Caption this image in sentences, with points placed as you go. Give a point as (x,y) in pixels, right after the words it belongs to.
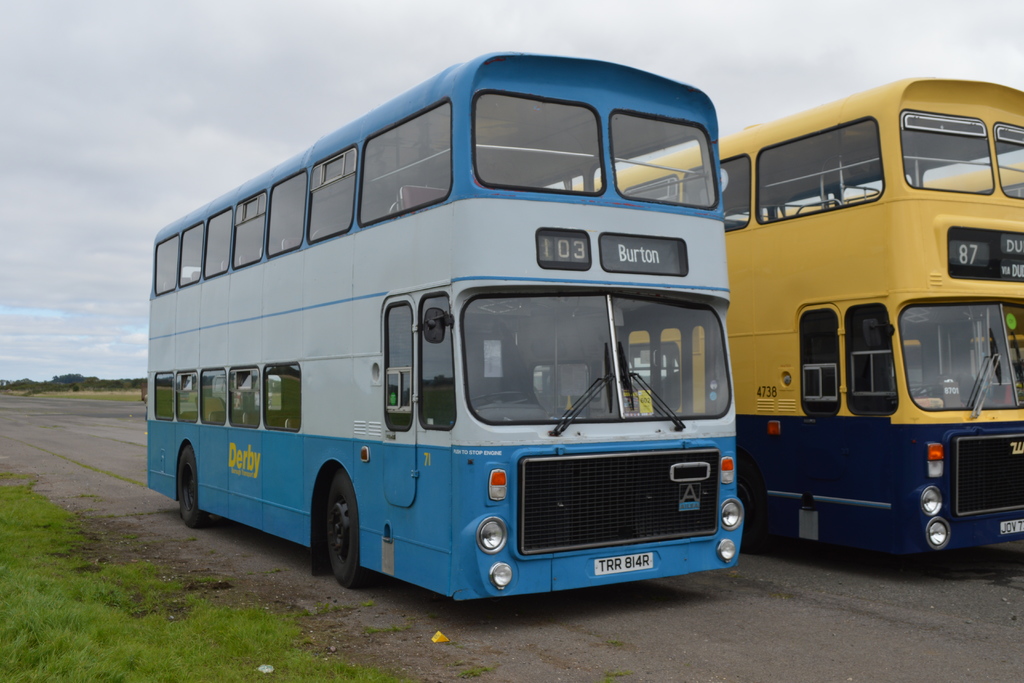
In front of the image there are buses (627,503) on the road (777,622). On the left side of the image (171,576) there is grass (113,650) on the surface (80,663). In the background of the image (73,388) there are trees (18,386). At the top of the image (162,74) there are clouds (162,74) in the sky (176,112).
